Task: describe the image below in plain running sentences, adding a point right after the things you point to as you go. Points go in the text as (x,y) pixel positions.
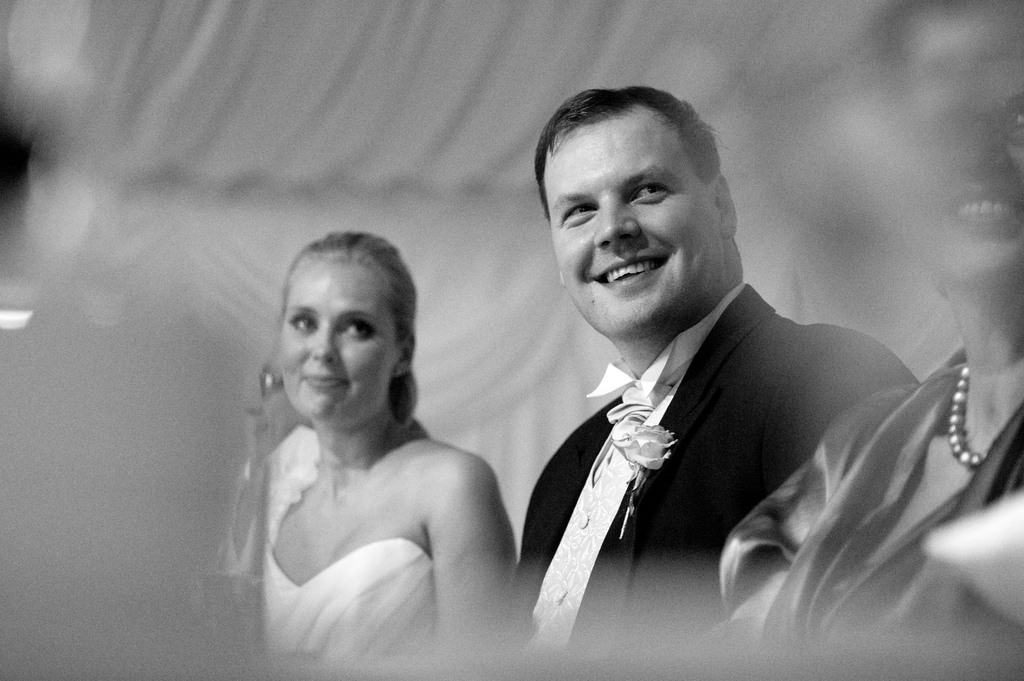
In this black and white image, we can see persons (785,448) wearing clothes (304,606). In the background (155,281), image is blurred.
